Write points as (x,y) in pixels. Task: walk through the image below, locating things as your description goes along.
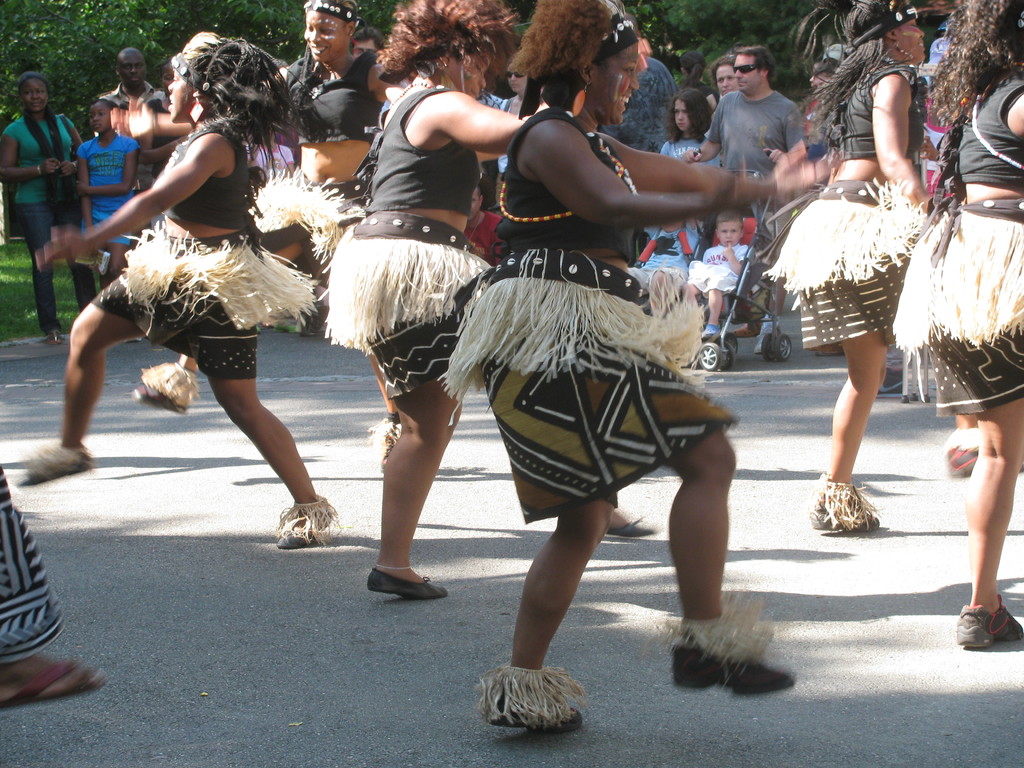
In this picture we can see a group of people (63,252) where some are standing and some are dancing on the road (117,395), stroller (761,223) with a child (739,242) in it and in the background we can see trees (67,31).
